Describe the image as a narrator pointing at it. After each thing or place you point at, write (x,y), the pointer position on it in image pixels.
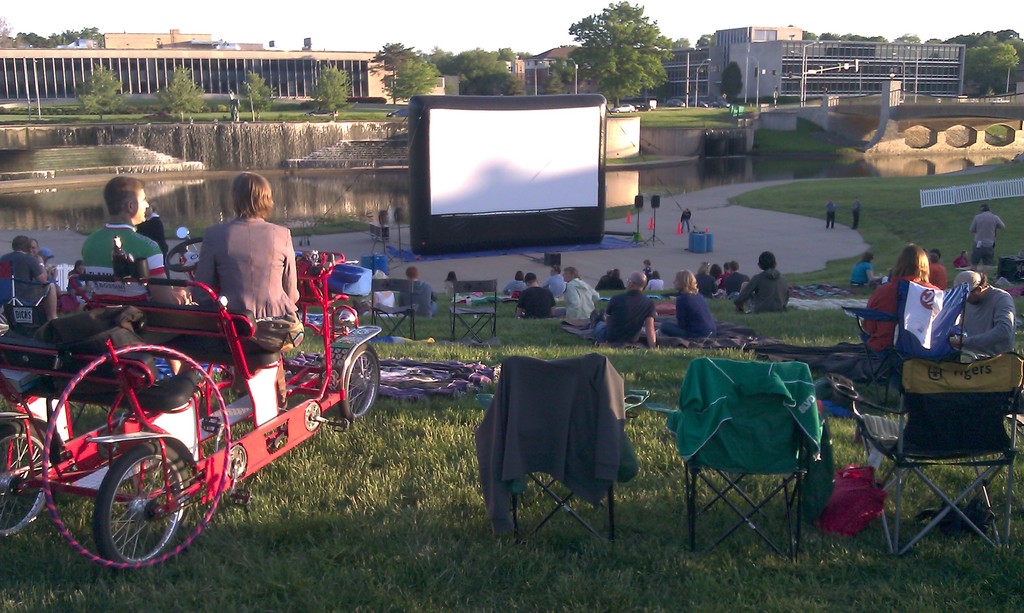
At the top (453,24) we can see sky (399,25) and it seems like a sunny day. Here we can see buildings (76,70), trees (605,70) and street lights (806,75). Here we can see few persons (678,305) sitting on a grass (814,315). we can see chairs (690,477) and jackets (595,474) over it. Here we can see a vehicle (320,429) and persons (210,280) are sitting. We can see water (350,191) here.
